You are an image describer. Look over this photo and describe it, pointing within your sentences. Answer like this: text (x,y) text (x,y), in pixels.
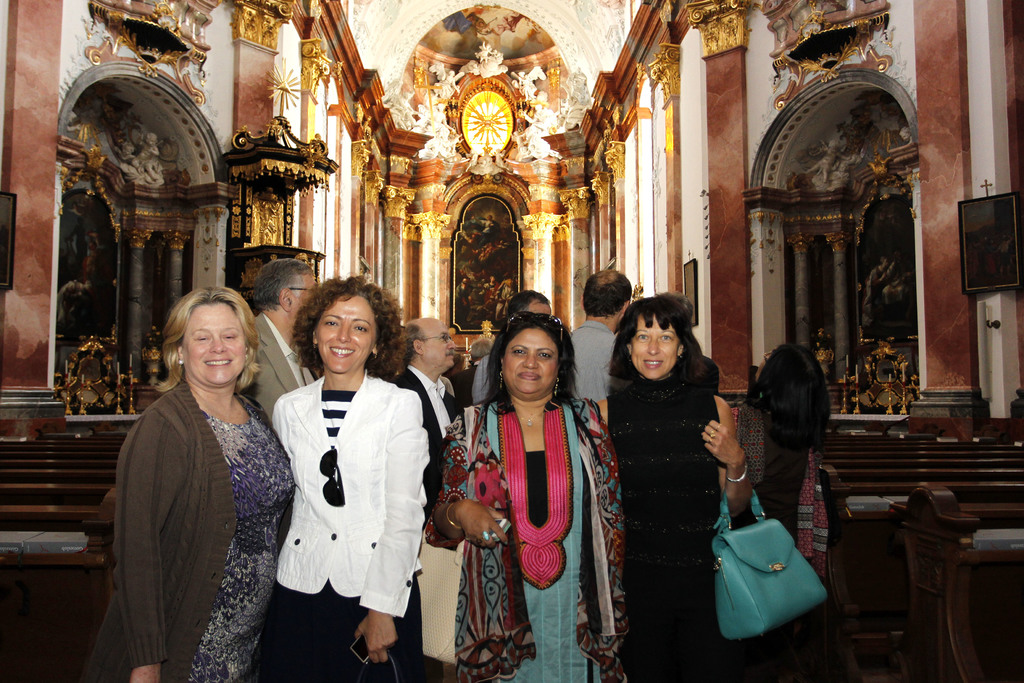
In this image I see 4 women (718,666) who are standing and all of them are smiling. I can see that this woman (720,501) is holding a bag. In the background (804,480) I see few people (767,481), benches (925,500) and the architecture (74,124) on the wall (932,241).
